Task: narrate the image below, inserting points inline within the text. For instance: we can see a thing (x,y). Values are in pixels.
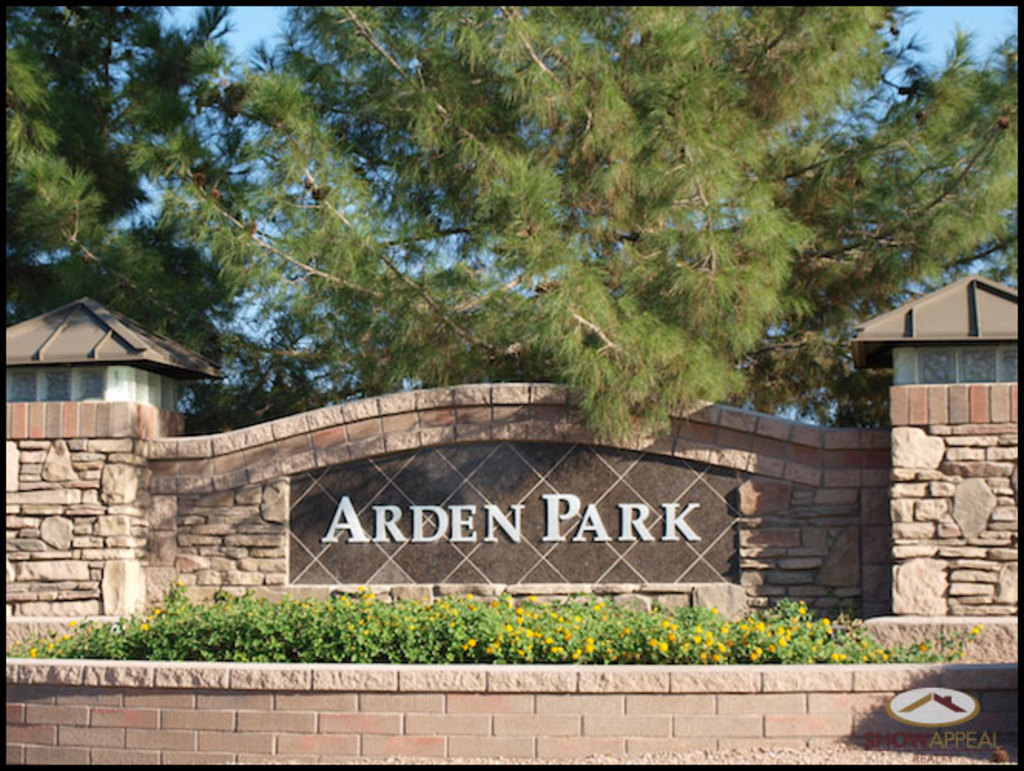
In this image we can see a wall (536,522) with text (519,522) and sheds (65,465) on both side, in front of the wall (651,593) there are plants (416,627) with flower (571,632) and there are trees (335,149) and sky (268,35) in the background (324,57).
